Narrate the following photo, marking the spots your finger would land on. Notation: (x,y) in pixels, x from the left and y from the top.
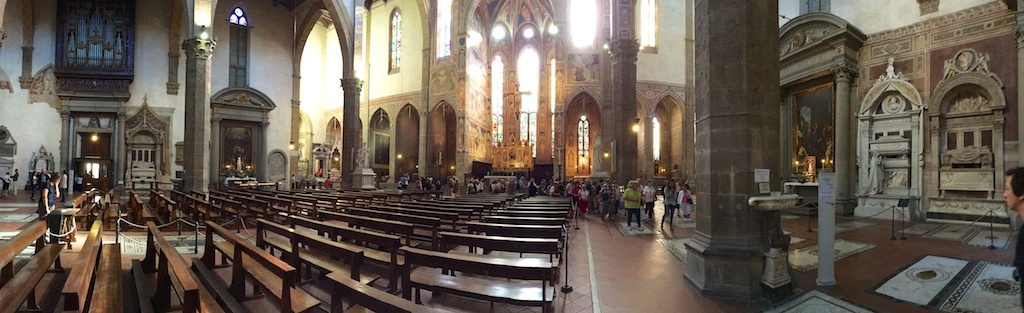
In this picture I can see the inside view of a building (474,29), there are group of people (613,182) standing, there are benches (366,197), rope barriers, lights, candles (821,162), frames (798,147) attached to the wall (420,41), there are windows (448,1), sculptures (795,40) and pillars (750,169).
